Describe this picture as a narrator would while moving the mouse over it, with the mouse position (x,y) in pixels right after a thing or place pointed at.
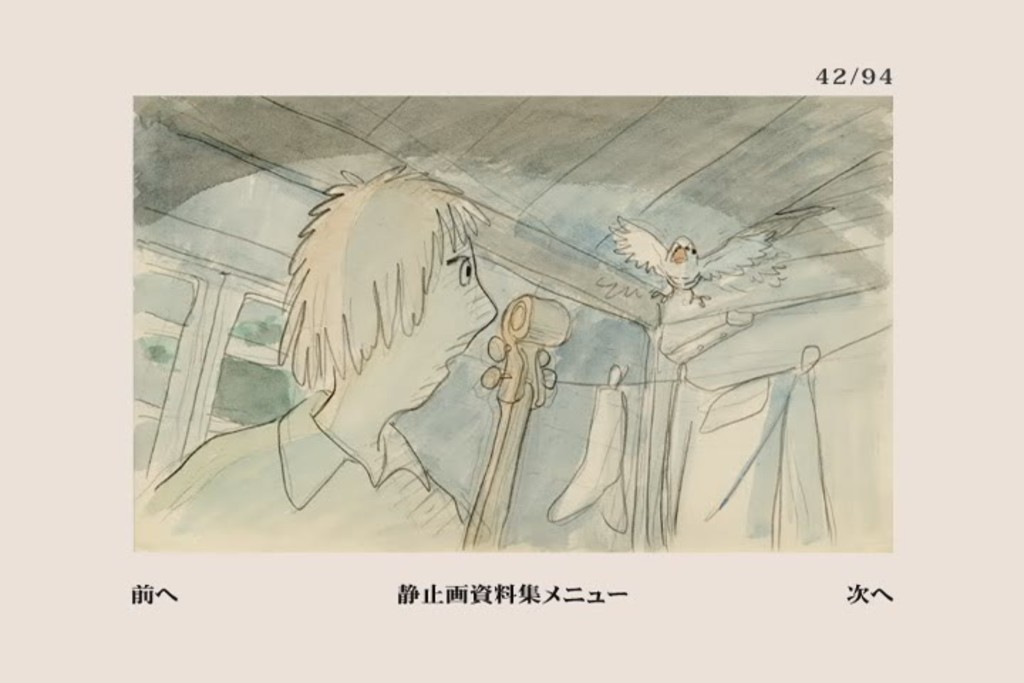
This is a drawing. In this picture we can see a person (433,514), musical instrument (479,525), socks (600,394), clip (615,373) and a bird (692,284) is visible in the air (717,237) on top (759,225). This is an inside view of a room (524,483). We can see a few numbers (852,79) on top of the picture (841,70). There is some text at the bottom of the picture (428,596).
